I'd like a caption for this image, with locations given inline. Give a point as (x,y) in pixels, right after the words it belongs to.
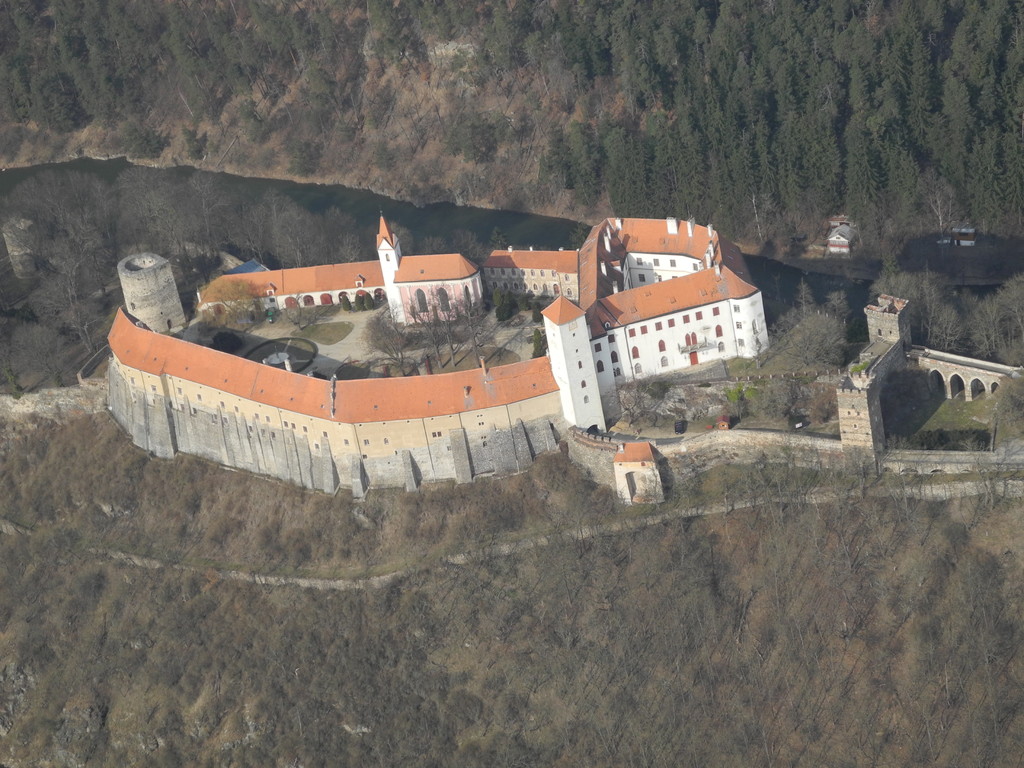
This picture is clicked outside the city. In the foreground (615,691) we can see the brown objects (755,688) seems to be the trees (494,648). In the center (466,290) there is a castle (699,337). In the background (637,82) we can see the trees (541,97).
